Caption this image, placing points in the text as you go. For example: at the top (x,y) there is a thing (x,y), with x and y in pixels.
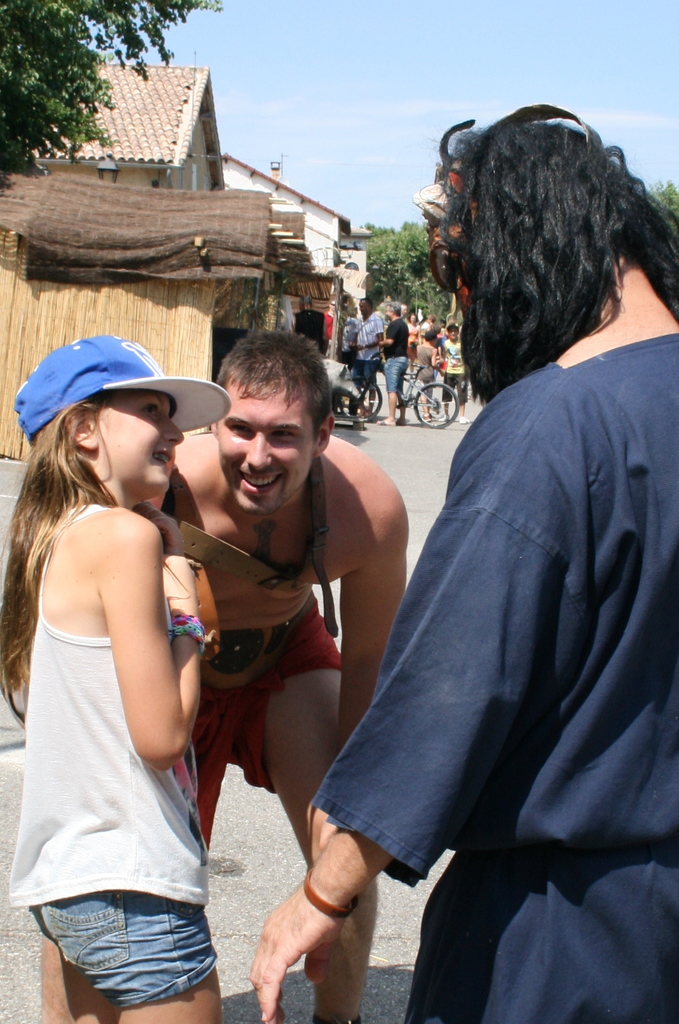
In this image there is the sky (443,50), there are trees (401,253), there are houses (222,159), there is a tree (60,75) truncated towards the left of the image (44,40), there is road (412,474), there are person (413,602) on the road (286,861), there is a bicycle (418,386), there is a person (602,504) truncated towards the right of the image (534,596).
